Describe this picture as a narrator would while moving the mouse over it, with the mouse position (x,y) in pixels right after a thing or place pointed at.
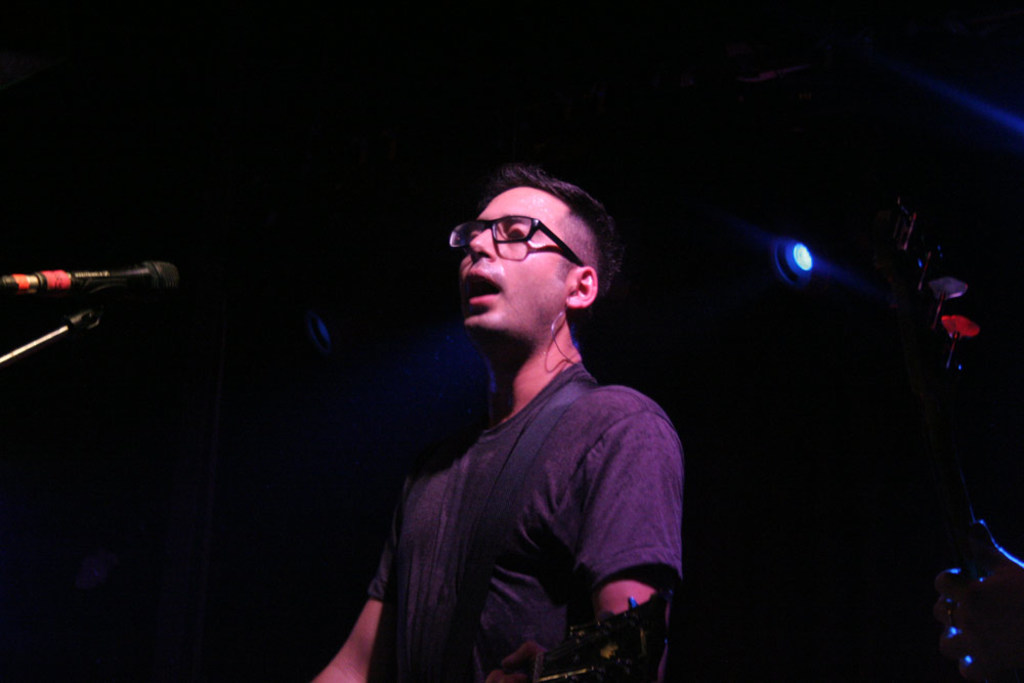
This person (554,426) is playing guitar (606,643) and singing. On top there is a focusing light (808,254). This is mic (126,277).
